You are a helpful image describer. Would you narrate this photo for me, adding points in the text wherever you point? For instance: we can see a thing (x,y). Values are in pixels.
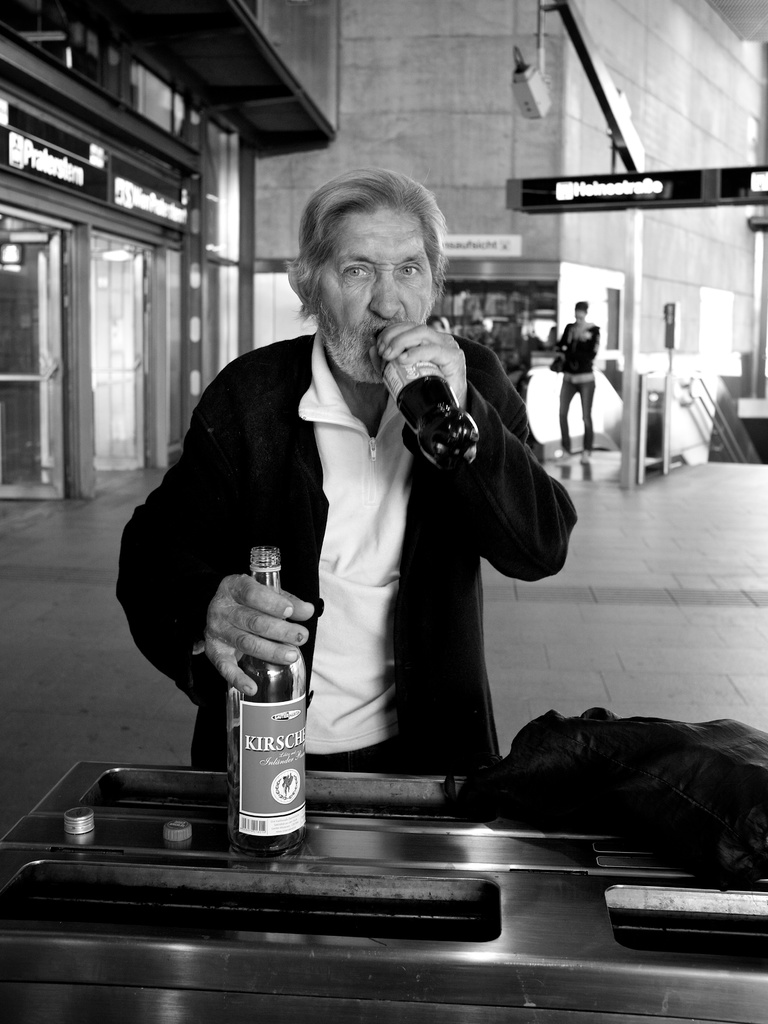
This picture shows a man (383,446) drinking a drink (430,455) and holding a another wine bottle (250,784) in his hands (233,598) near the table (535,893). In the background (586,401) there are some people (578,377) standing and there is a wall (272,209) here.
